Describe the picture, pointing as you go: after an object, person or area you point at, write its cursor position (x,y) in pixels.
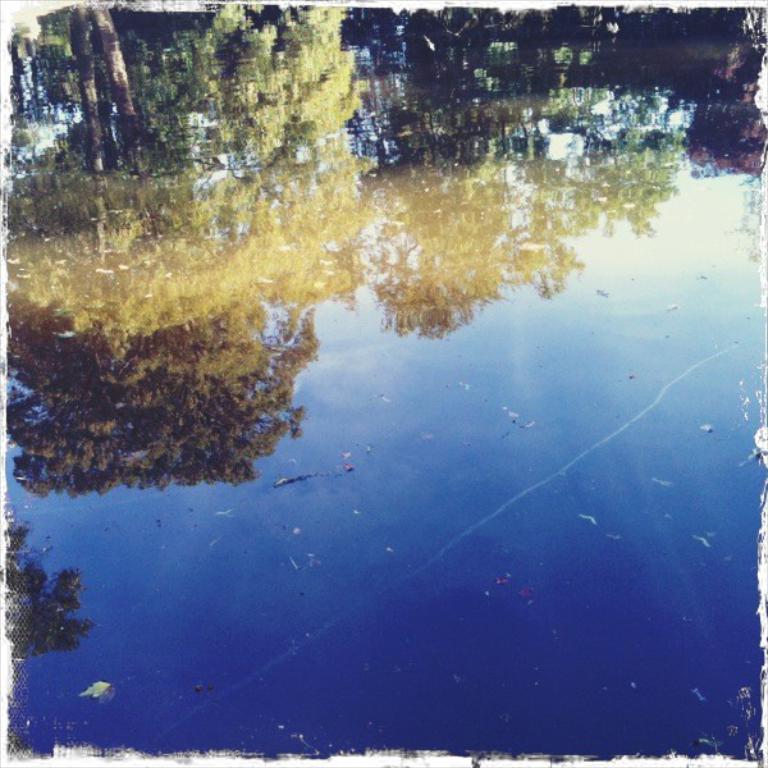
The picture consists of a water body (333,307), in the water (174,48) we can see the reflection (298,221) of trees (224,244).
